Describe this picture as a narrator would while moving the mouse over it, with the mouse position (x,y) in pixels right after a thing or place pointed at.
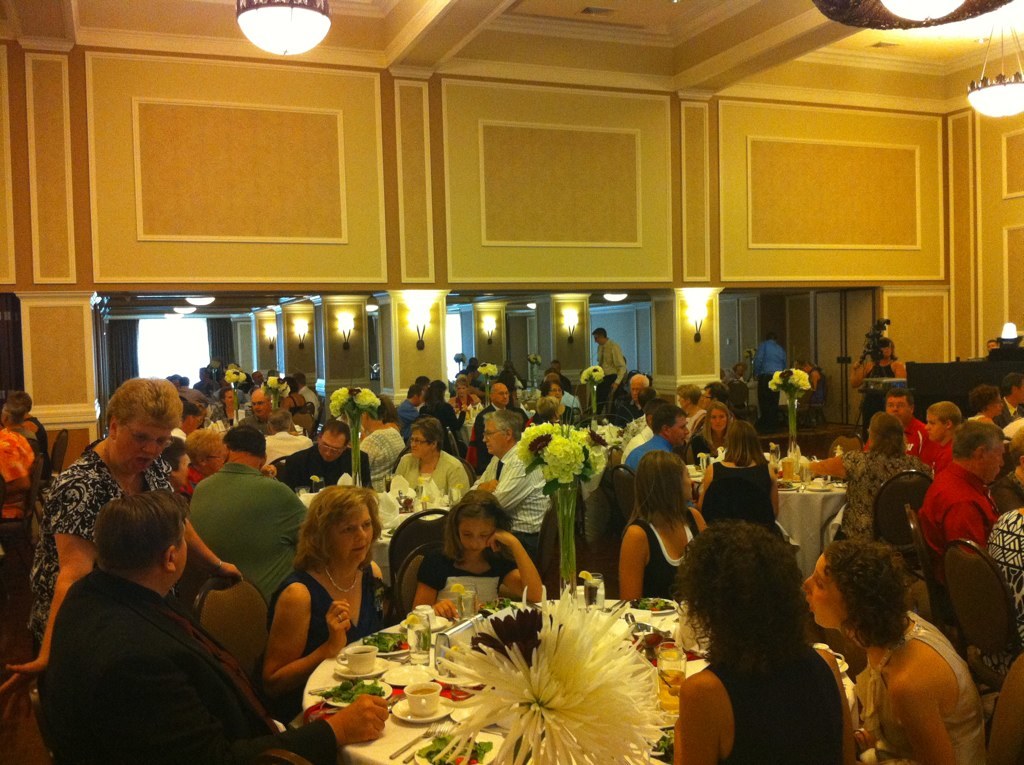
In this image, we can see some tables (491,739), there are some people (838,754) sitting on the chairs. We can see the wall (375,96) and some lights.
